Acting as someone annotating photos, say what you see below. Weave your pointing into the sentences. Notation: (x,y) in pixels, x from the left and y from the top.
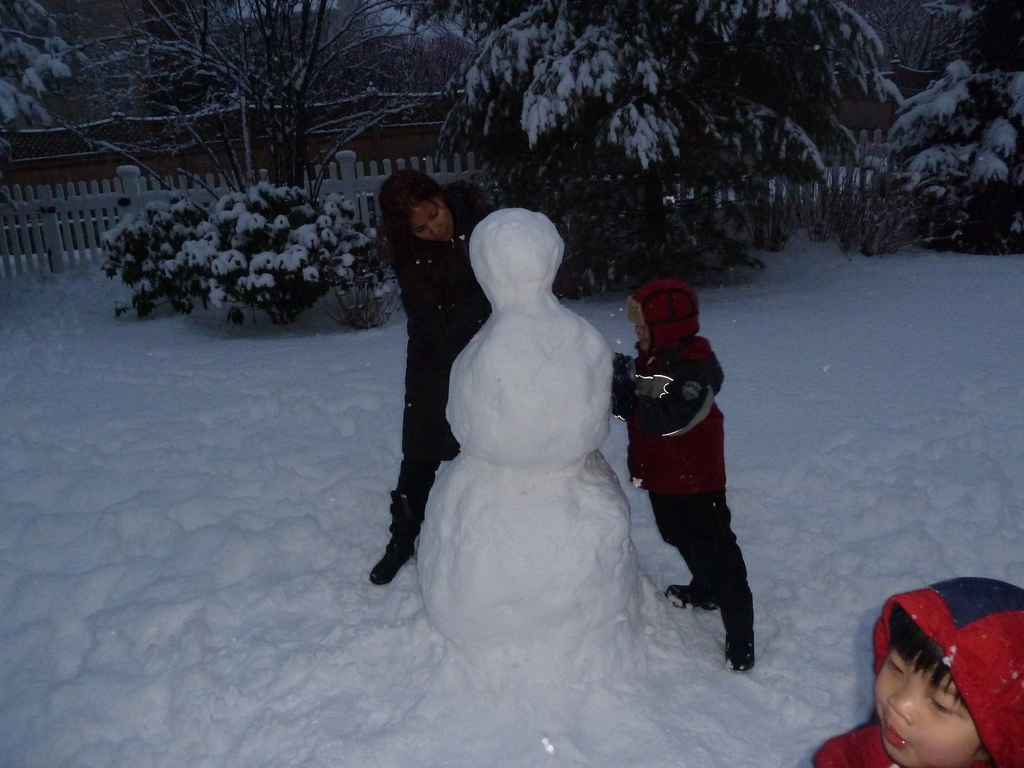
In this image I can see a snow doll (505,375). I can see three people (697,463) standing. Back I can see a white color fencing (71,208) and trees (572,19). We can see a house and snow (172,474).
